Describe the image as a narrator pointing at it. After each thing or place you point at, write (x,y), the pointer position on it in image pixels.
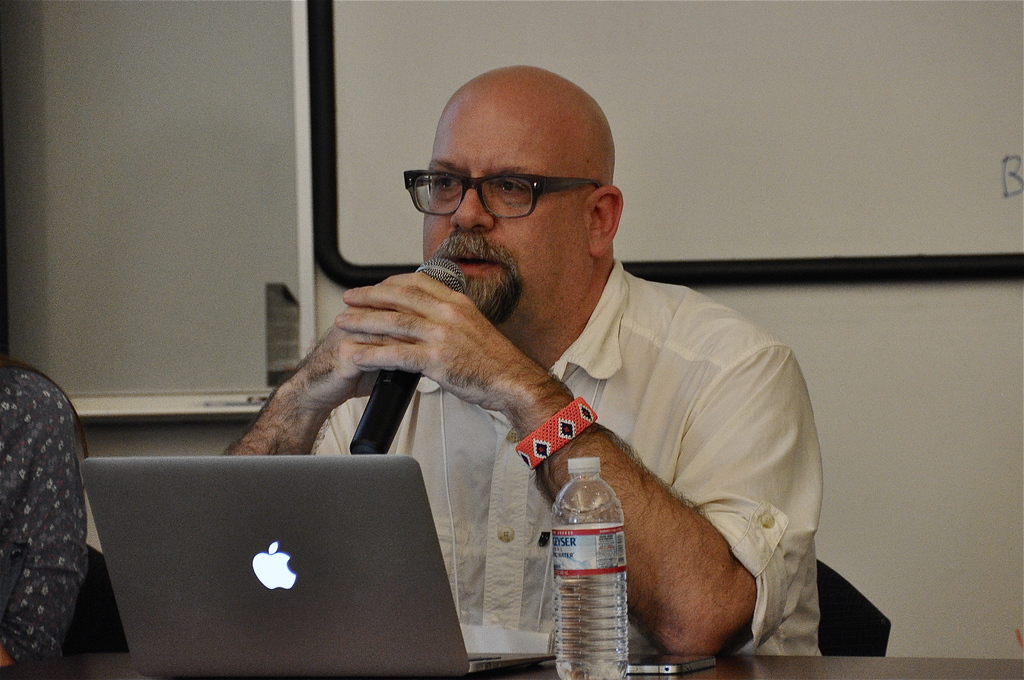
there is a man (789,635) sitting holding a microphone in his hand (384,286) is speaking in front of him there is a laptop (154,676) water bottle (616,646) and cell phone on the table (737,669).
